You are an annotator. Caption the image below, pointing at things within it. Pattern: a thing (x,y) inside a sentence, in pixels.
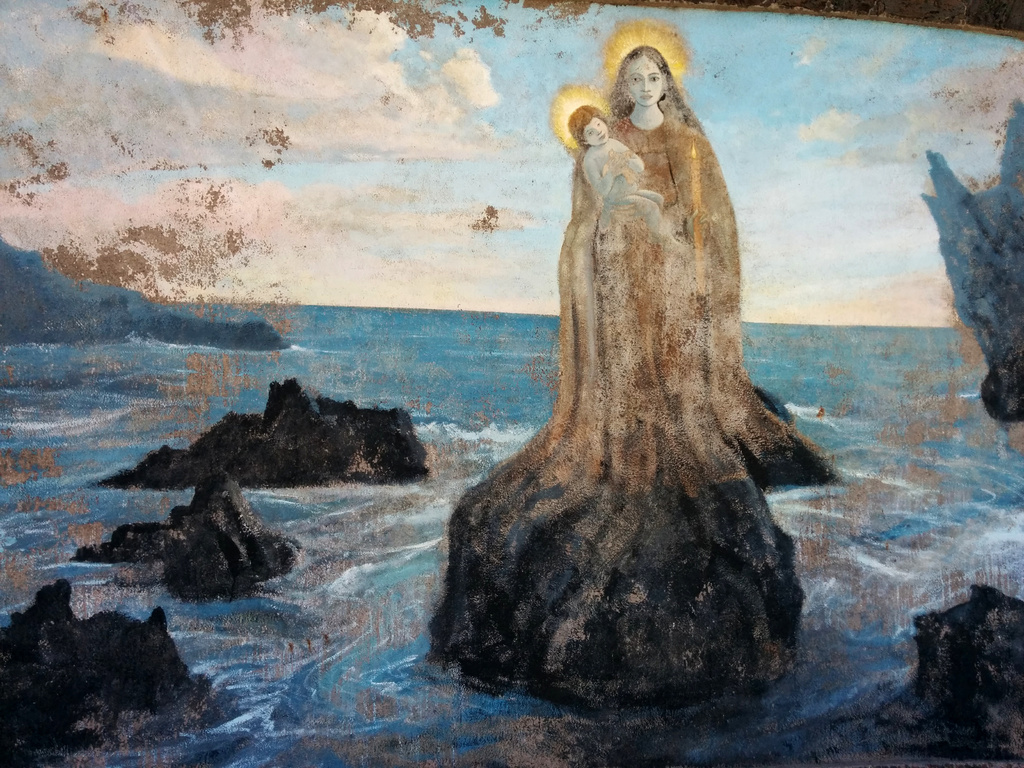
In this image I can see a wall (430,608). On this I can see a painting (659,255) of a woman (678,155) who is carrying a baby (625,203) in the hands (615,202). At the bottom (364,529) there is an ocean (423,392) and some rocks (225,463). At the top of the image (408,147) I can see the sky (444,135) and clouds (361,107).
